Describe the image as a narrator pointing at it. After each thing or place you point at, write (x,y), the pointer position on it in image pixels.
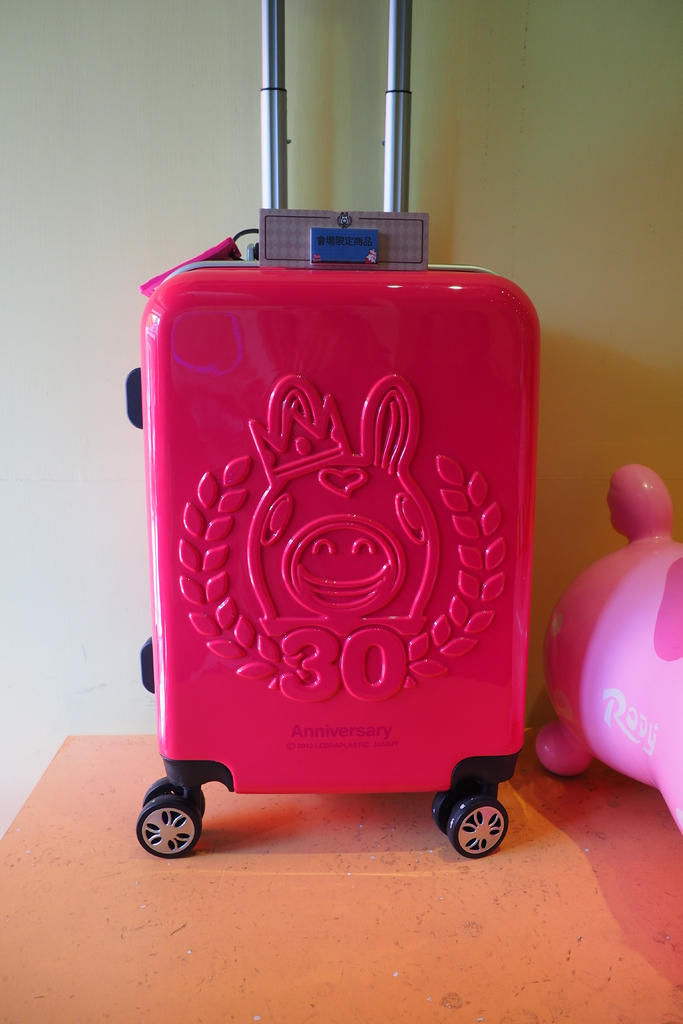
In this image I can see a red color of bag (345,300).
